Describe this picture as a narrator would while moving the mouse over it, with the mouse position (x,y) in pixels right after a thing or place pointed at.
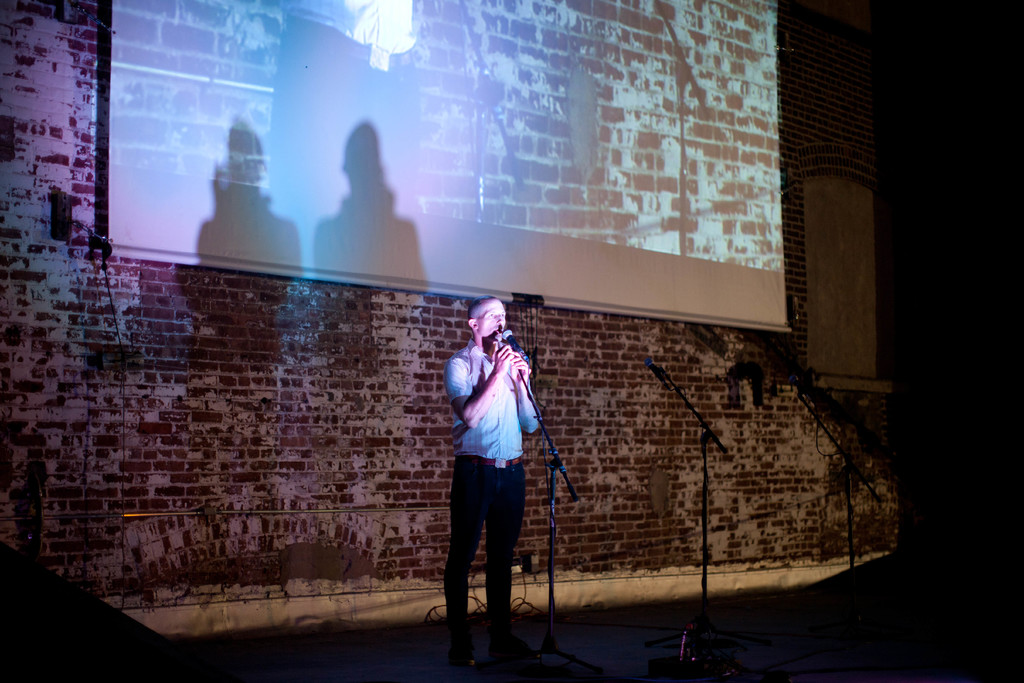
In the foreground of the picture (501,342) there are stands (562,474), mic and a person (503,475). At the top (176,67) we can see a projector screen (266,158). In the middle (446,306) it is a brick wall (677,443). Towards right (831,291) there is a window (849,278).
